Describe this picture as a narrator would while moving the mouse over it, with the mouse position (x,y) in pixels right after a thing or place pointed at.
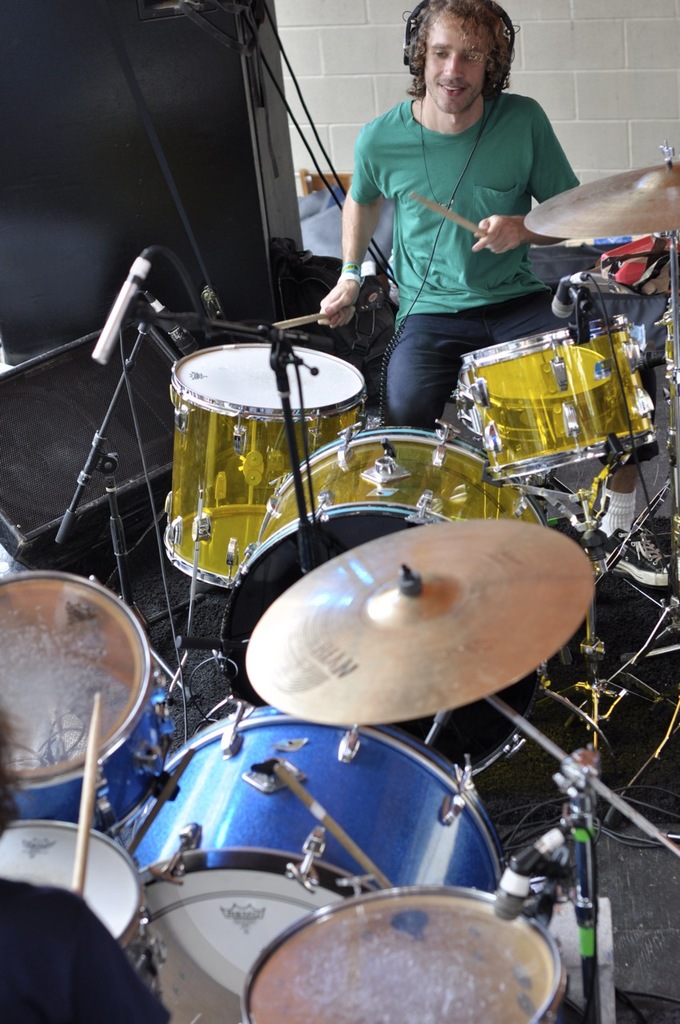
In this image we can see a man (483,289) sitting and playing a drum (453,428). In the background (351,44) there is a wall (351,43). At the bottom (517,823) there are wires (600,821).
